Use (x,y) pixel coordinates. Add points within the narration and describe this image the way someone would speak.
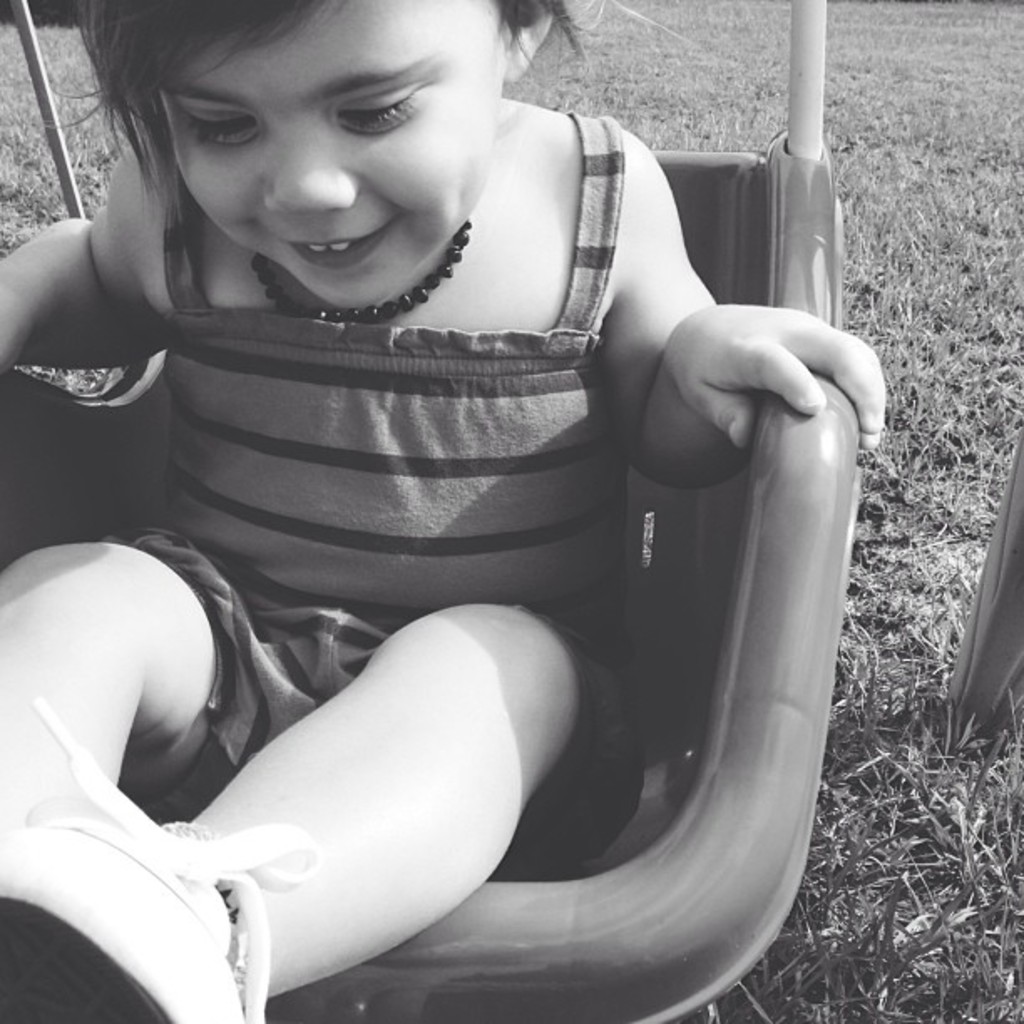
In this given picture, We can see a small girl (541,496) sitting in a chair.
